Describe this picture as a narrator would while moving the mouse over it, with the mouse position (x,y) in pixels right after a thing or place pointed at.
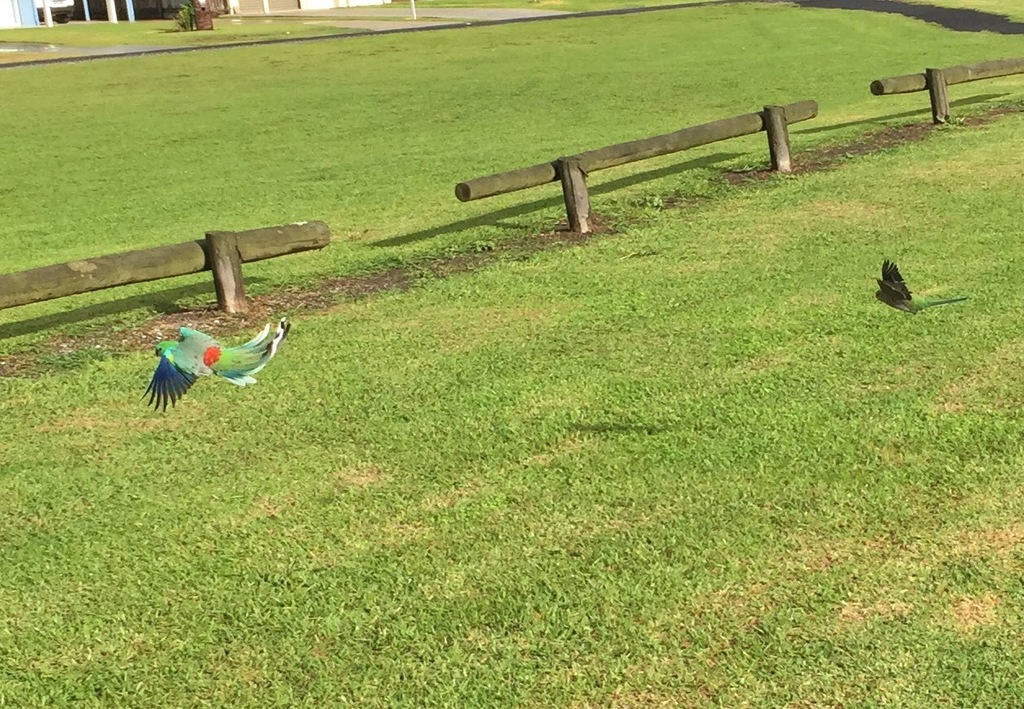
Here in this picture we can see a couple of birds (231,373) flying in the air and we can see a ground (350,271), which is fully covered with grass (633,98) over there and in the middle of it we can see a wooden railing (70,262) present over there.
